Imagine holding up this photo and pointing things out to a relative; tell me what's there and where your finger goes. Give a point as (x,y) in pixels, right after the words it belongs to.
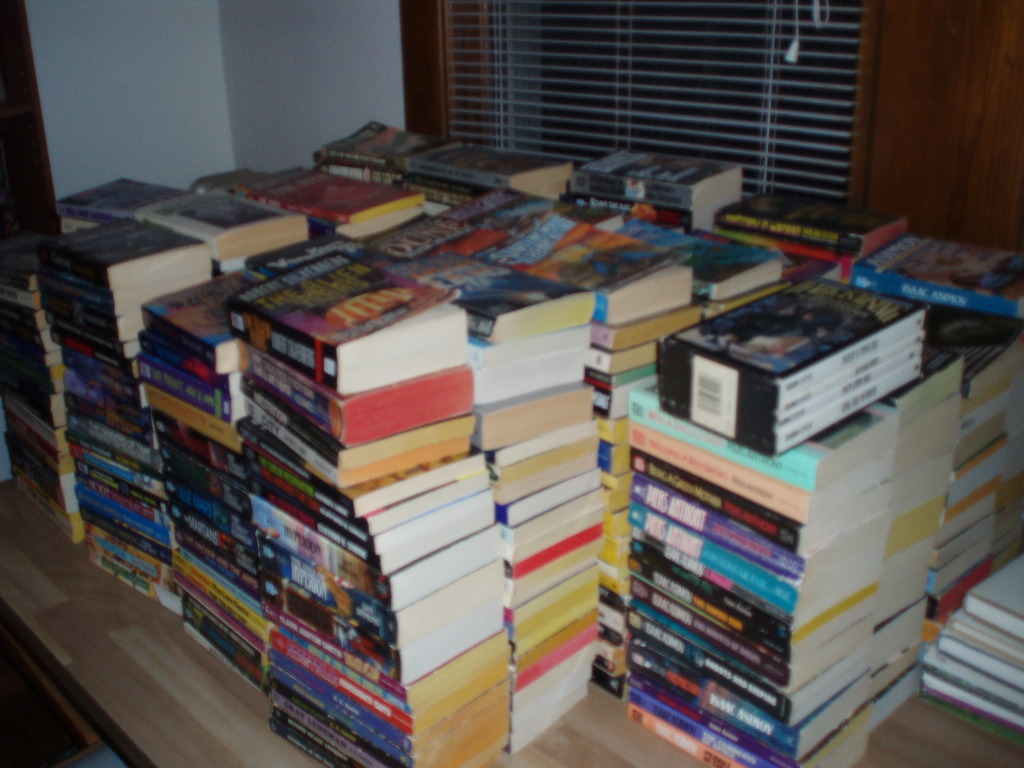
In the center of the image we can see a platform (555,724). On the platform (59,607), we can see a different types of books (639,422). In the background (165,38), there is a wall (203,70) and window blind (706,115).
